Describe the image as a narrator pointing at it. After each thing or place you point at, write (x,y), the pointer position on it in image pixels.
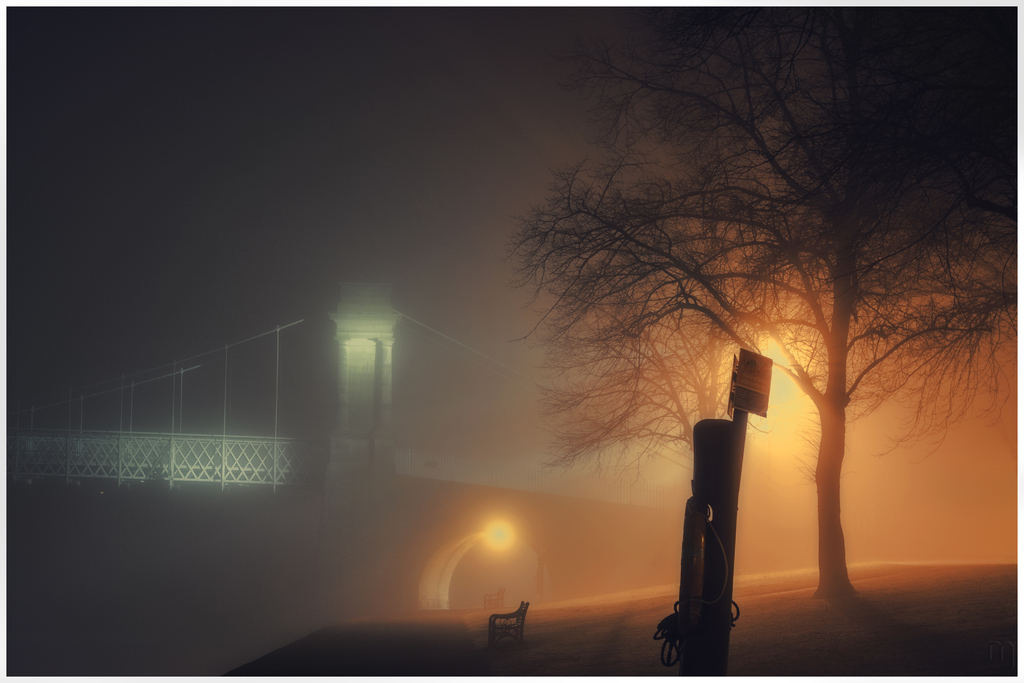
In this image I can see a bench (524,602), a tree (708,339), few boards (766,368), few lights (779,407) and in background (269,456) I can see a bridge (296,482). I can also see this image is little bit in dark.
